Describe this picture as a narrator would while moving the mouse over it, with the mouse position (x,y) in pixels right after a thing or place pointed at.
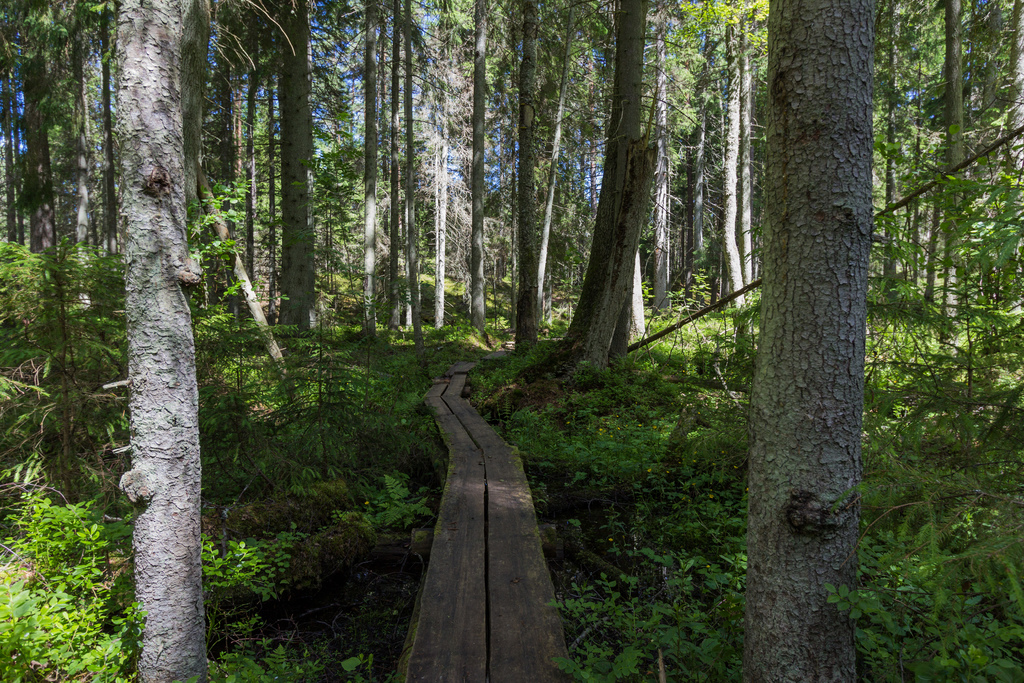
In this picture there is a wooden way (484,437) in the center of the image (477,421) and there are trees (569,253) around the area of the image.
